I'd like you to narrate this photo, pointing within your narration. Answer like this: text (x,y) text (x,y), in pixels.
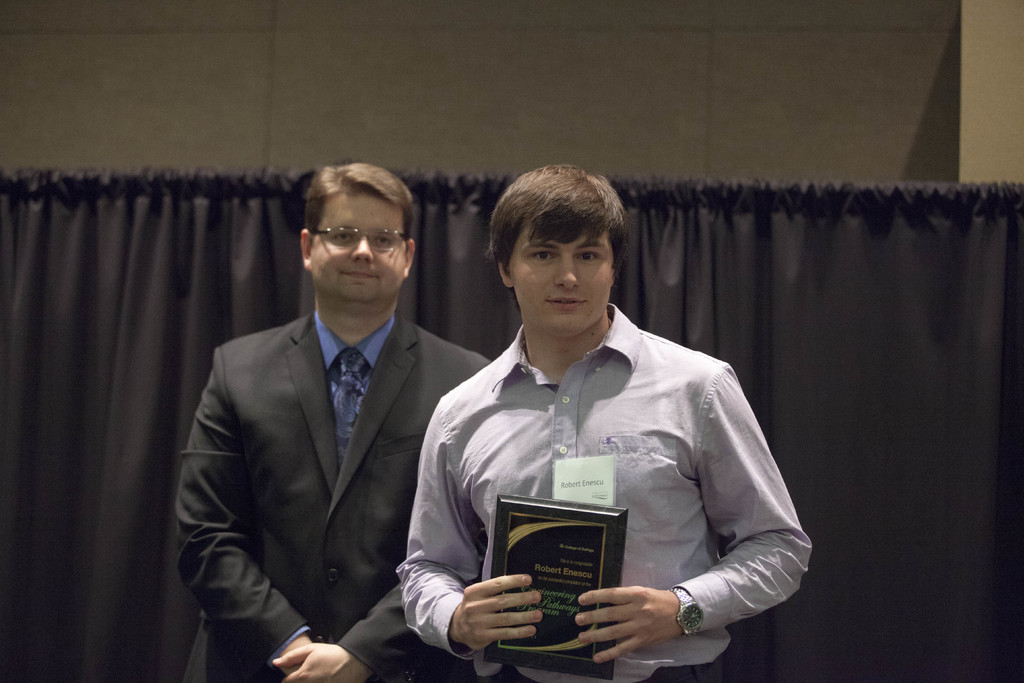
In this image I can see a person (628,422) wearing shirt (678,470) and watch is standing and holding a plaque (553,541) in his hands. I can see another person (343,359) wearing blue colored shirt (328,357) and blazer (297,445) is standing behind him. In the background (205,321) I can see the black colored curtain (120,283) and the wall (287,62).
